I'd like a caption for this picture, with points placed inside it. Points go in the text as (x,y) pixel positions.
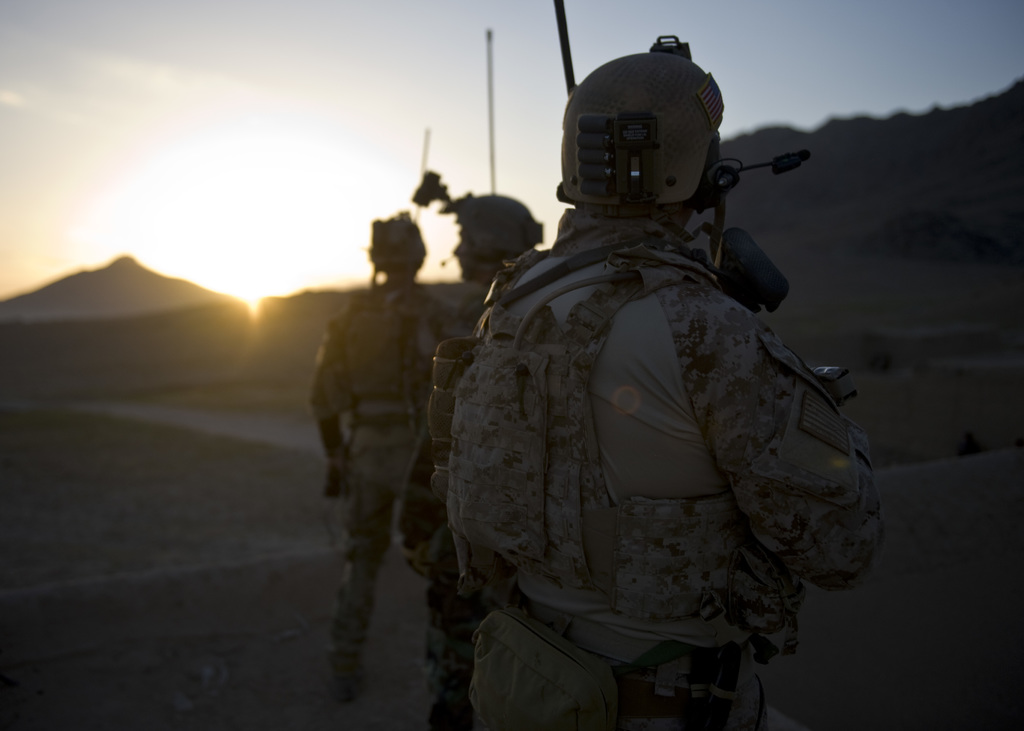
In this image there are three people (498,340) standing on the land (285,611). They are wearing helmets (585,171). Background (936,235) there are hills (897,290). Top of the image (317,196) there is sky (255,202) having a sun (262,282).
